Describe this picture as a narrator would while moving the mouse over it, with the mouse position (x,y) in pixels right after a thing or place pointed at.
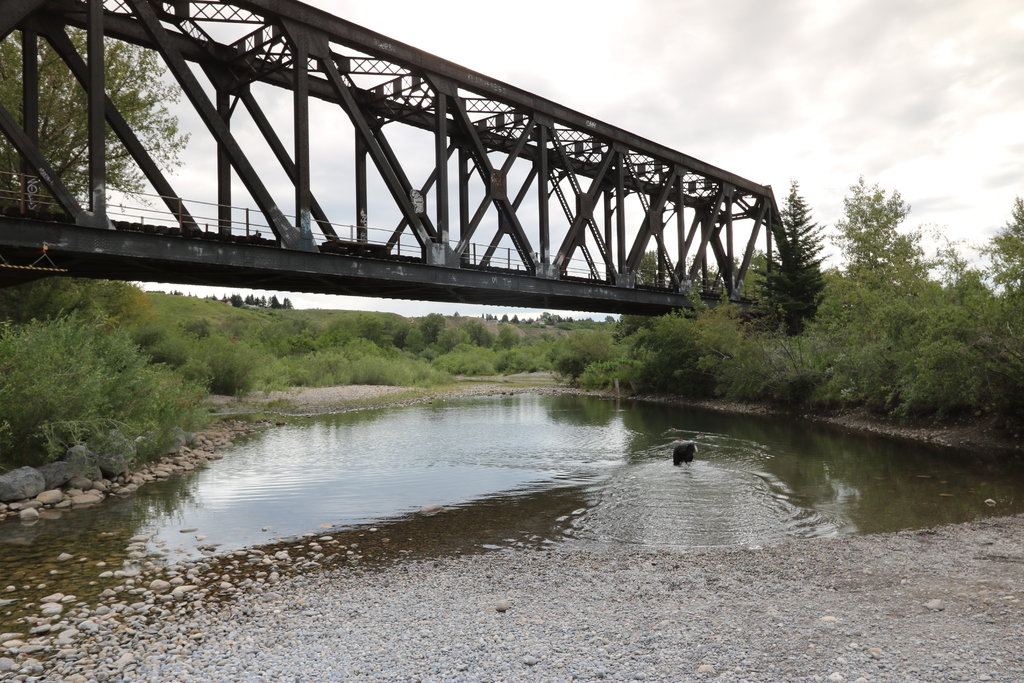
In this picture we can see an animal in water (230,542). There are few stones (324,560) on the path (600,667). We can see a bridge (91,123). There are some plants (406,355) from left to right. A tree (44,56) is visible on the left side (64,75). Sky (840,146) is cloudy.
